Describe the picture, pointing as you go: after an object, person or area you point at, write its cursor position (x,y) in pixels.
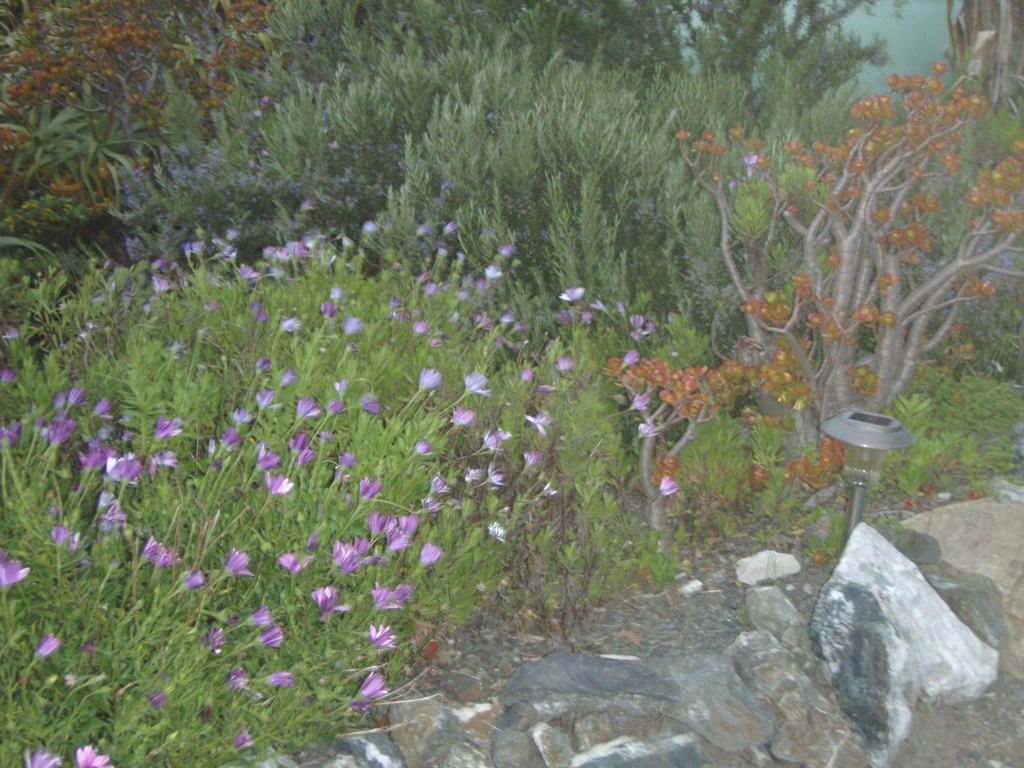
This picture is clicked outside. In the foreground (676,673) we can see the stones (894,581) and an object (866,453) placed on the ground (829,541). In the center (379,363) we can see the plants (491,261) and the flowers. In the background (361,13) we can see the plants (817,30).
